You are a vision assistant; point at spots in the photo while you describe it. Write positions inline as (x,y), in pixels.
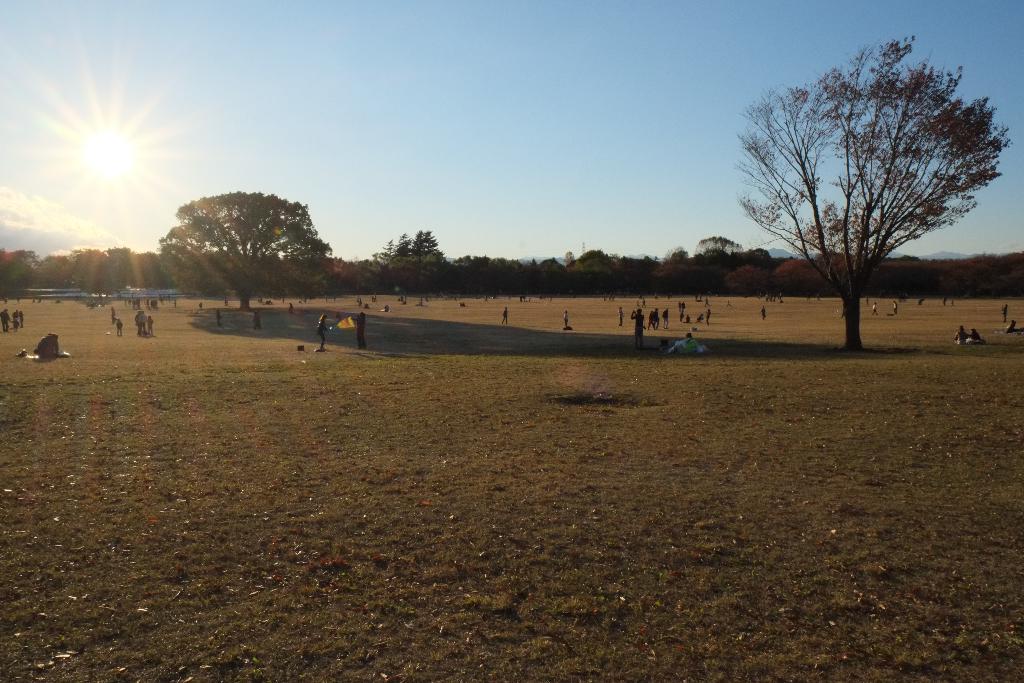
In this image at the bottom (472,530) there is grass (464,528) and in the center (637,338) there are some people (640,326) some of them are sitting and some of them are standing and some of them are playing. In the background (370,270) there are some trees (821,269), and on the top of the image (275,131) there is sky (346,172) and sun (111,162).
